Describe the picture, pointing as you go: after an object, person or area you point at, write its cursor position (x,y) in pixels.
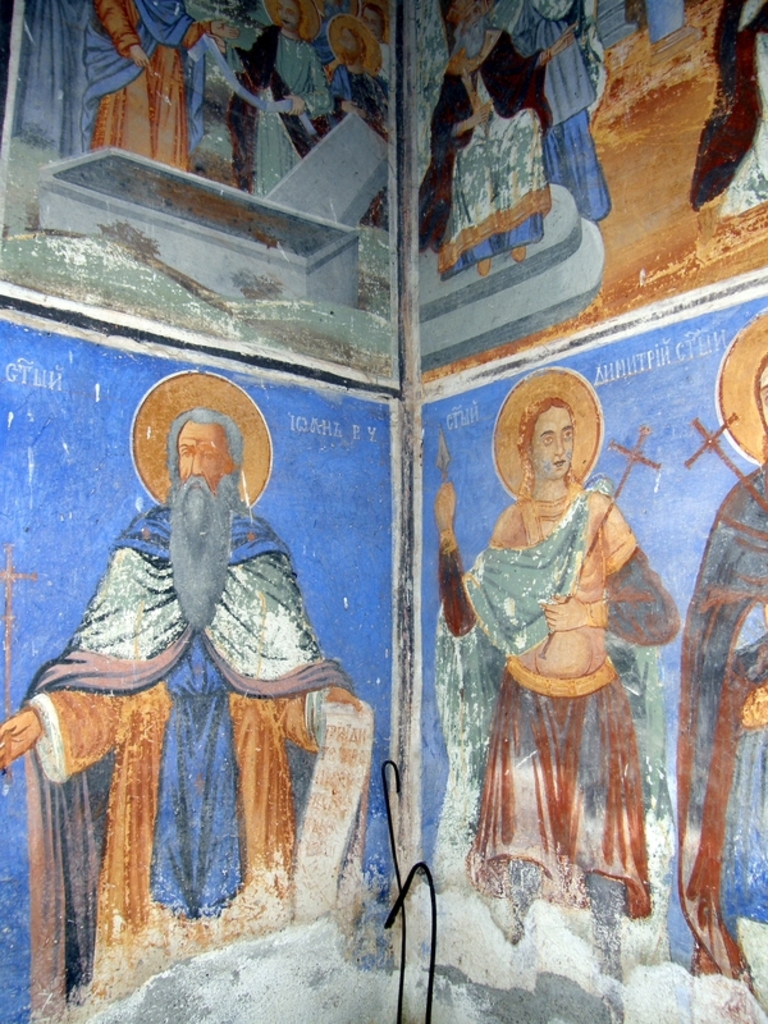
In this image we can see paintings (358,259) on the wall (369,700).
